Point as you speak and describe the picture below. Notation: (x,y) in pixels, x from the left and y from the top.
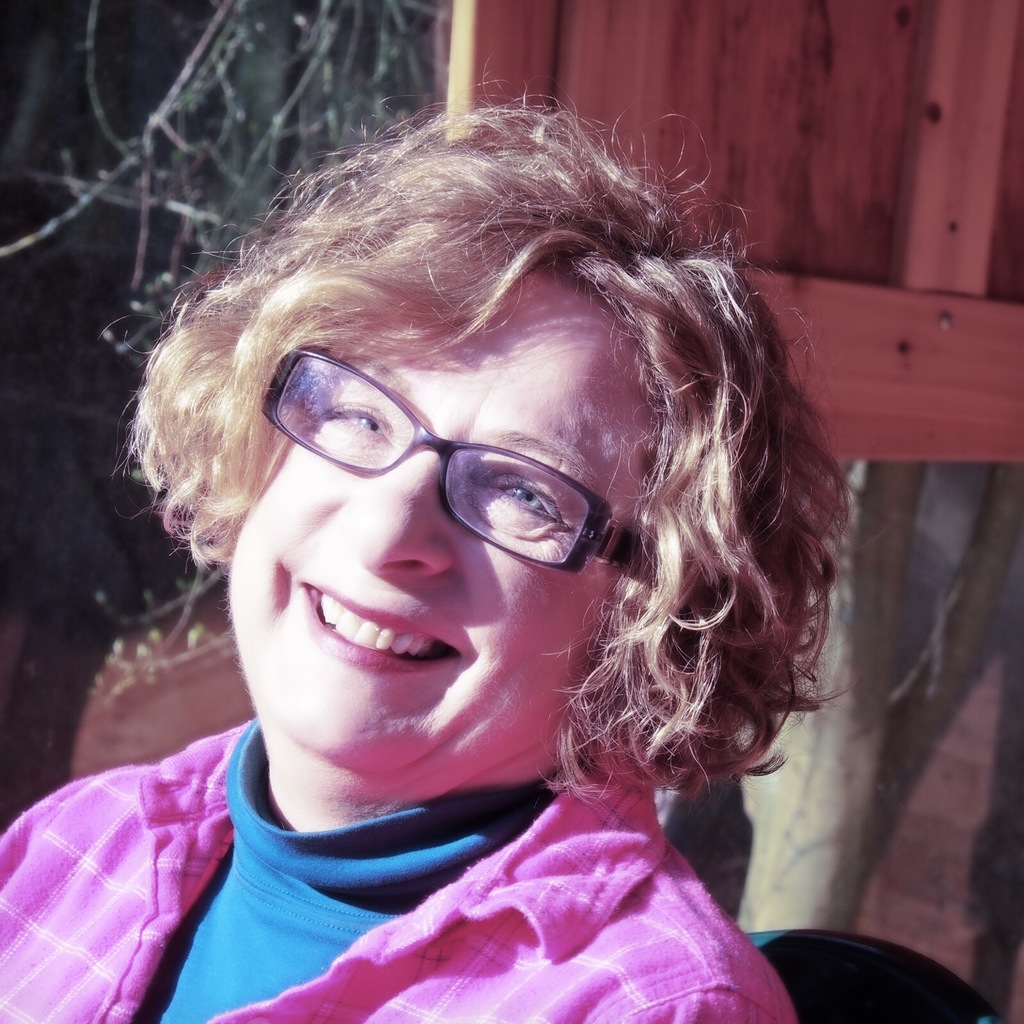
In this image we can see a woman (402,633) wearing specs (488,512). In the back (661,165) there is a wooden object (661,165). Also there is a tree (879,765).
